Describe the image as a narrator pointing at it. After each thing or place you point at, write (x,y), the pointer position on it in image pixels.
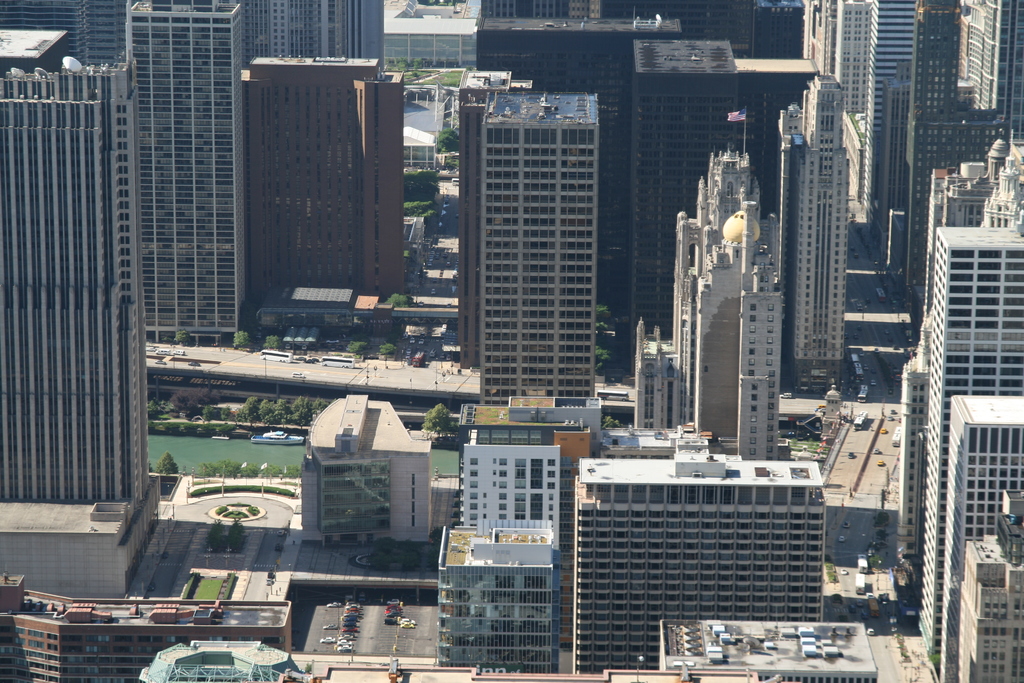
This picture is clicked outside. In the foreground (359,640) we can see the group of vehicles (884,464) and we can see the buildings (960,243) and skyscrapers (723,5), water body (240,451), trees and many other objects (875,433).
